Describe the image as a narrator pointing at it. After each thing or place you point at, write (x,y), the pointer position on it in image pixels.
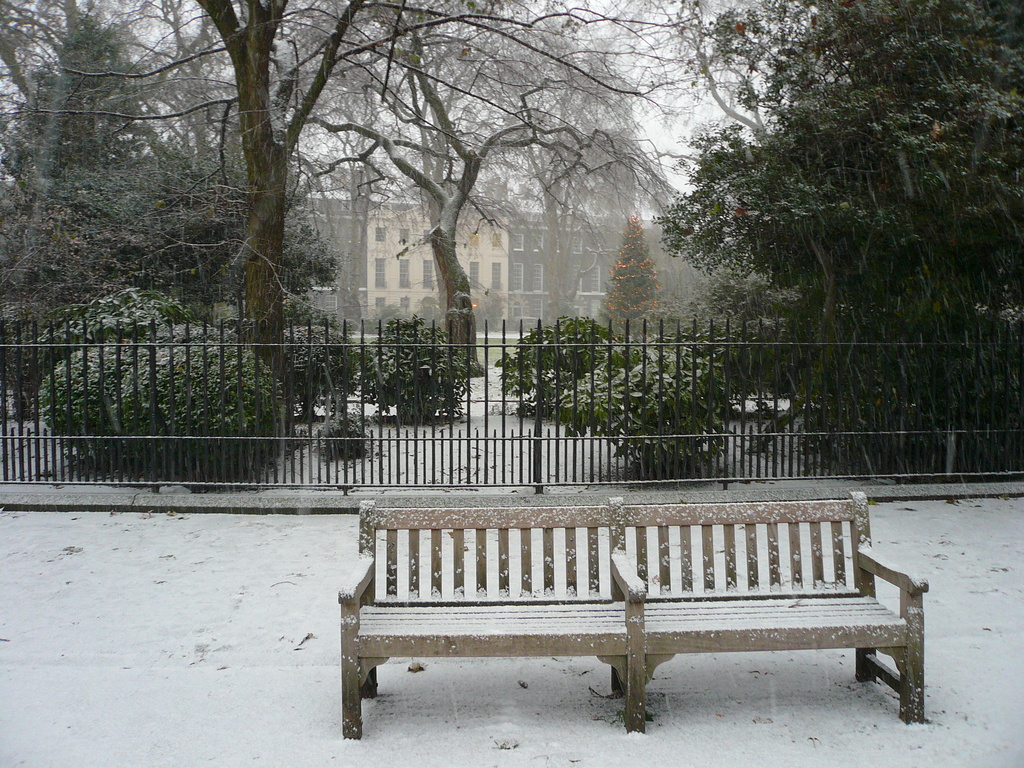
In this image there is a pavement (396,692), on that there is a bench (697,619), in the background (56,474) there is a railing (577,333), plants (98,349), trees (102,224) and buildings (488,262).
